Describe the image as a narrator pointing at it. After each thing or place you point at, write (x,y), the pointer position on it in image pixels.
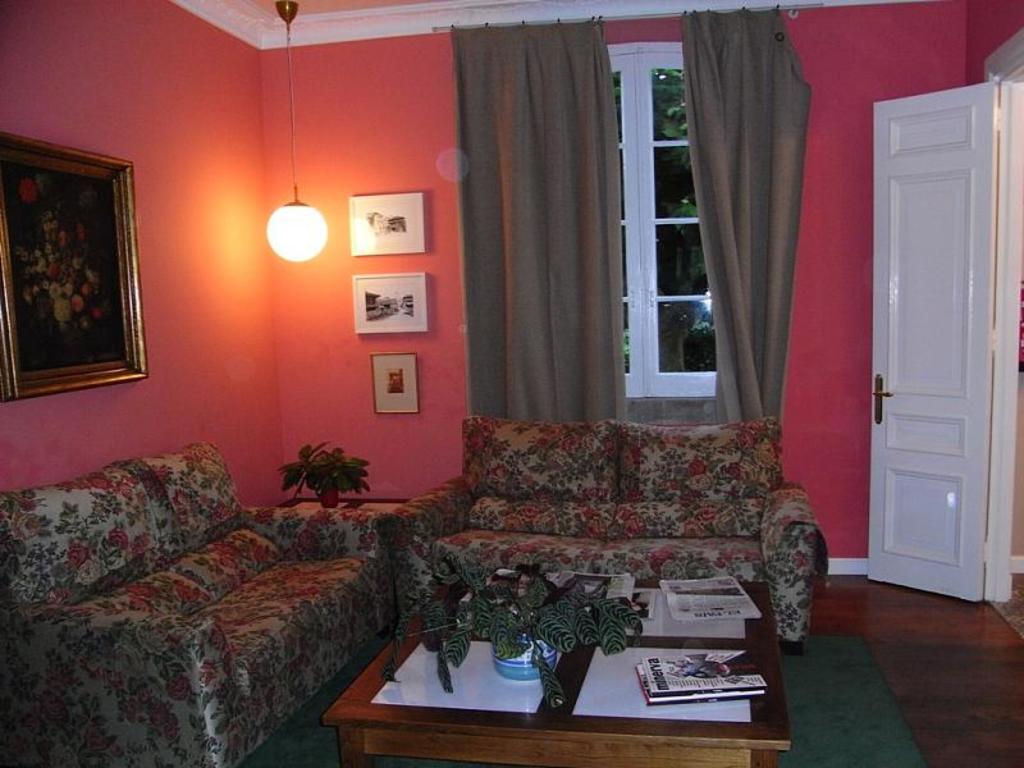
This is the picture of the room (913,372) in which there are two sofas (467,521) and a teapoy (333,707) on which there is flower vase (524,662), book (692,682) and papers (705,609). To the wall (98,126) there is photo frame (73,271), window (632,150) and the curtains (598,215). To the right side (967,293) there is a door (912,284). At the top (308,228) there is a hanging light (298,242).
